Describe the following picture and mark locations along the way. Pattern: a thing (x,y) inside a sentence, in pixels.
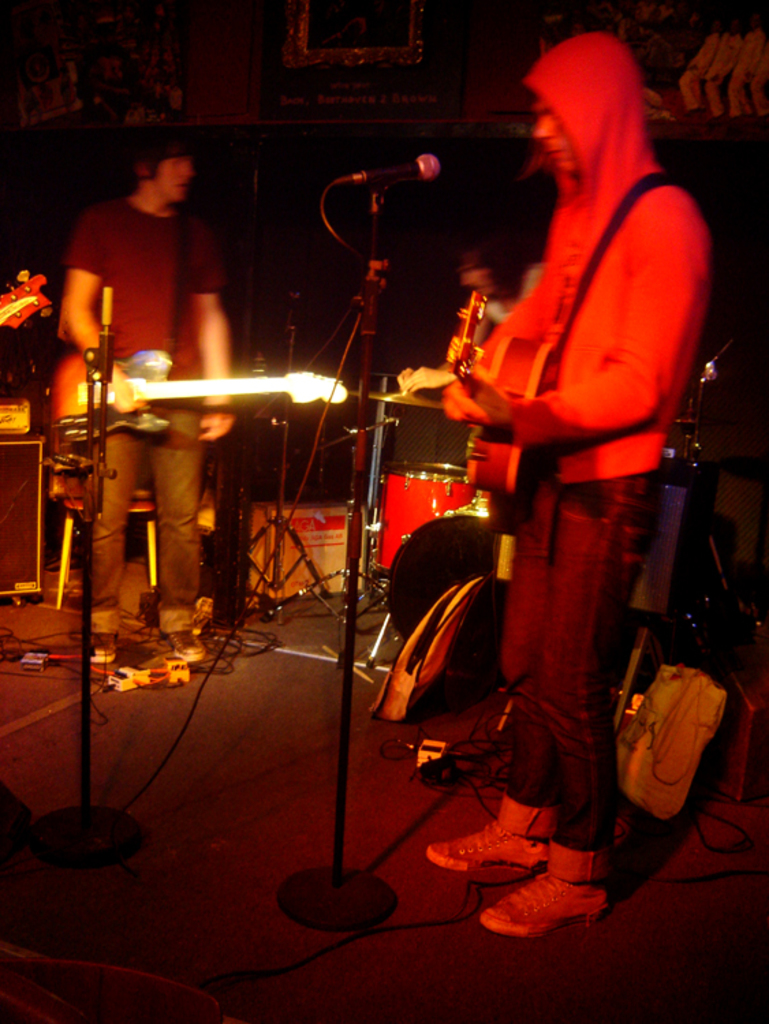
In the image we can see there are people (84,262) who are standing and holding guitar (492,425) in their hand (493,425) and at the back (502,566) there is a drum set (467,526).
